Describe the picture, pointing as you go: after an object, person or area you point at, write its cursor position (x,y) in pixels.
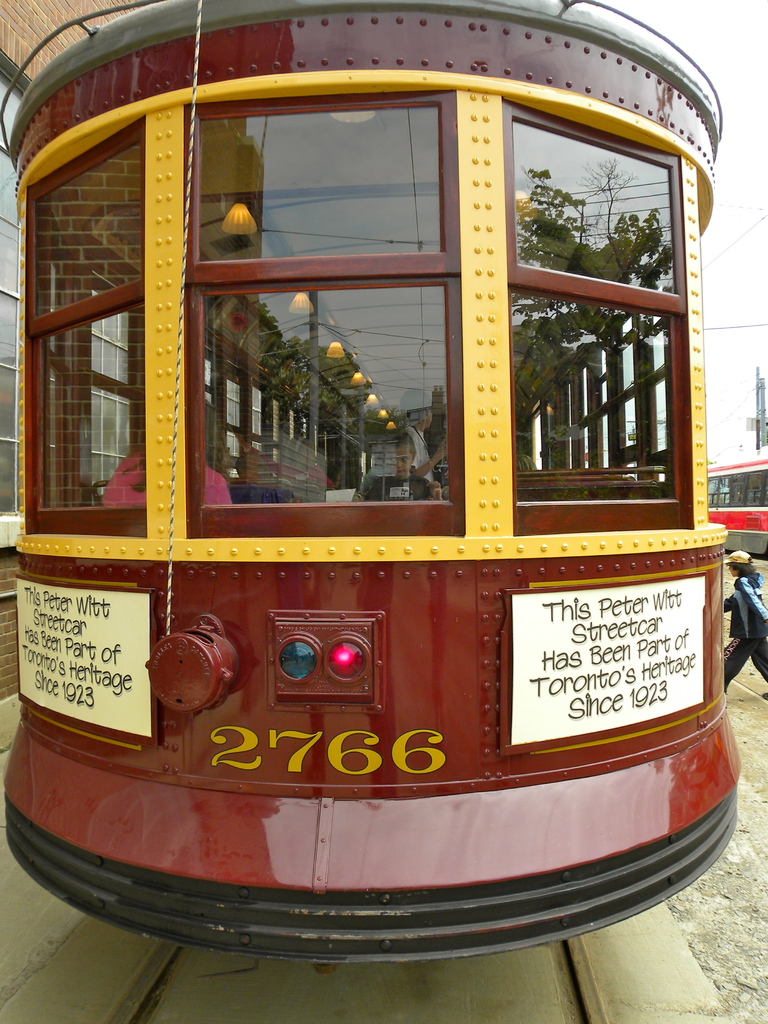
In this picture there is a train (386,877) which has something written on it is on the track (450,963) and there is a person (747,578) and a vehicle (747,475) in the right corner (727,495) and there is a building (11,430) in the left corner (11,487).
